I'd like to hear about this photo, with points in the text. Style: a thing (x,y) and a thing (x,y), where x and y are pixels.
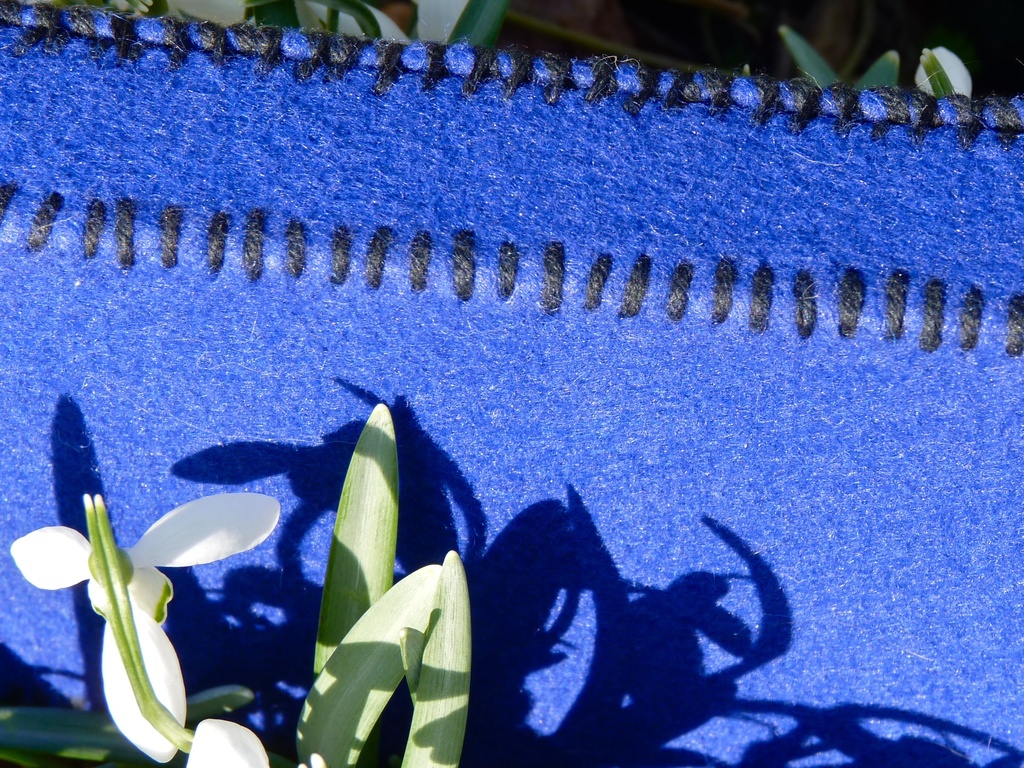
At the bottom of the image (372,634) there is a plant (306,711). In the center of the image (455,391) there is a blue color cloth (490,203).
